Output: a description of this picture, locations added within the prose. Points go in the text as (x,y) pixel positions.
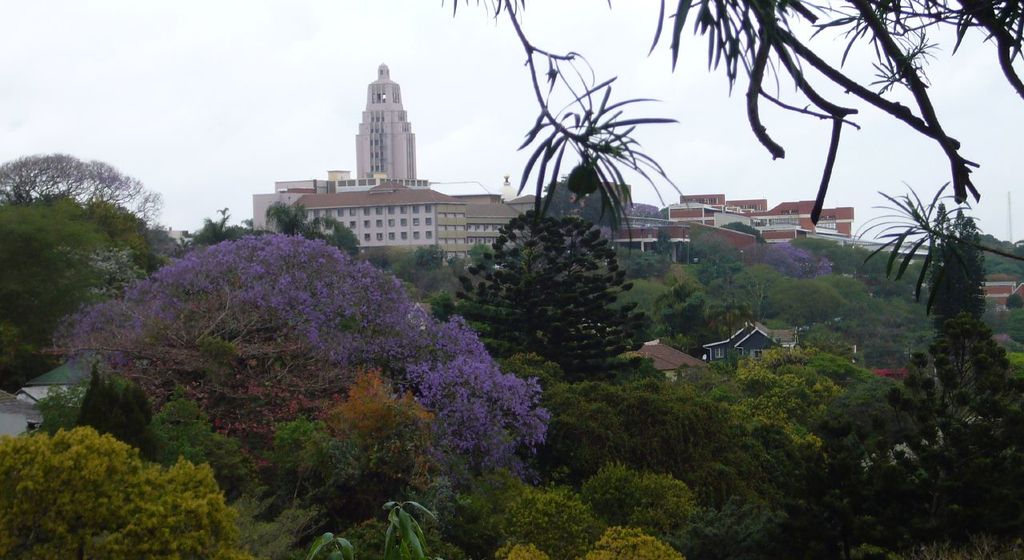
In this picture we can see trees (310,530), buildings (317,200) with windows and in the background (147,87) we can see the sky (558,95).
